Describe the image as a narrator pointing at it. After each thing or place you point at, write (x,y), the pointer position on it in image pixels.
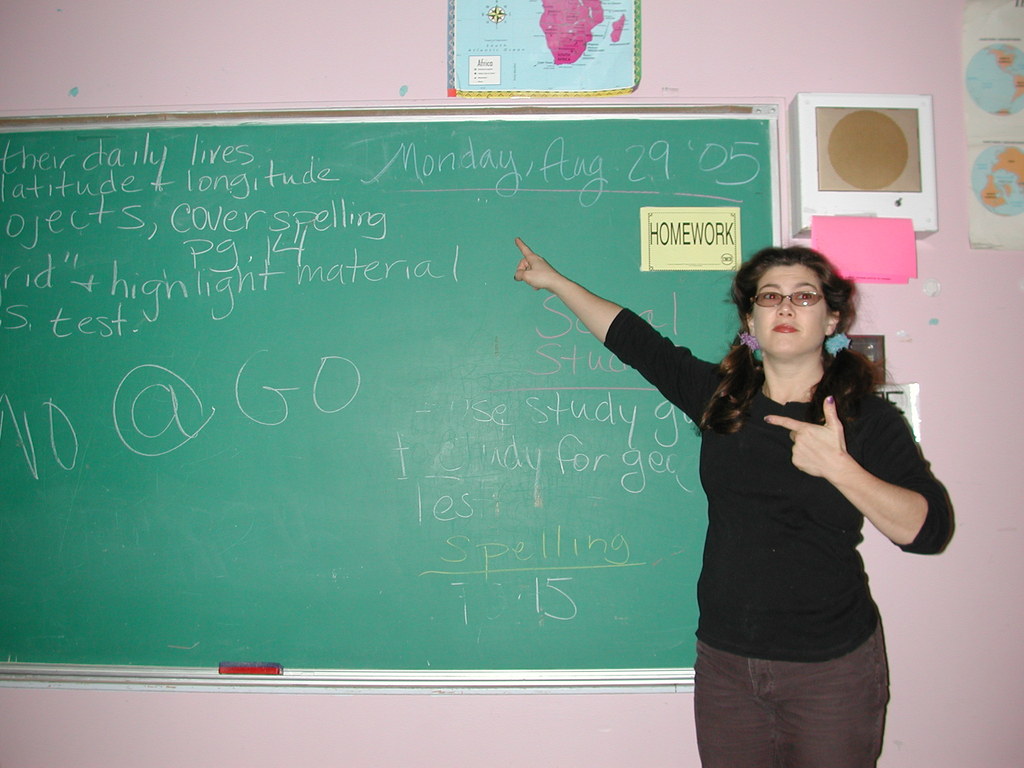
In this image we can see a woman (742,479) standing, board (386,516) with some text (640,314) written on it and papers (633,35) pasted on the wall (474,99).
